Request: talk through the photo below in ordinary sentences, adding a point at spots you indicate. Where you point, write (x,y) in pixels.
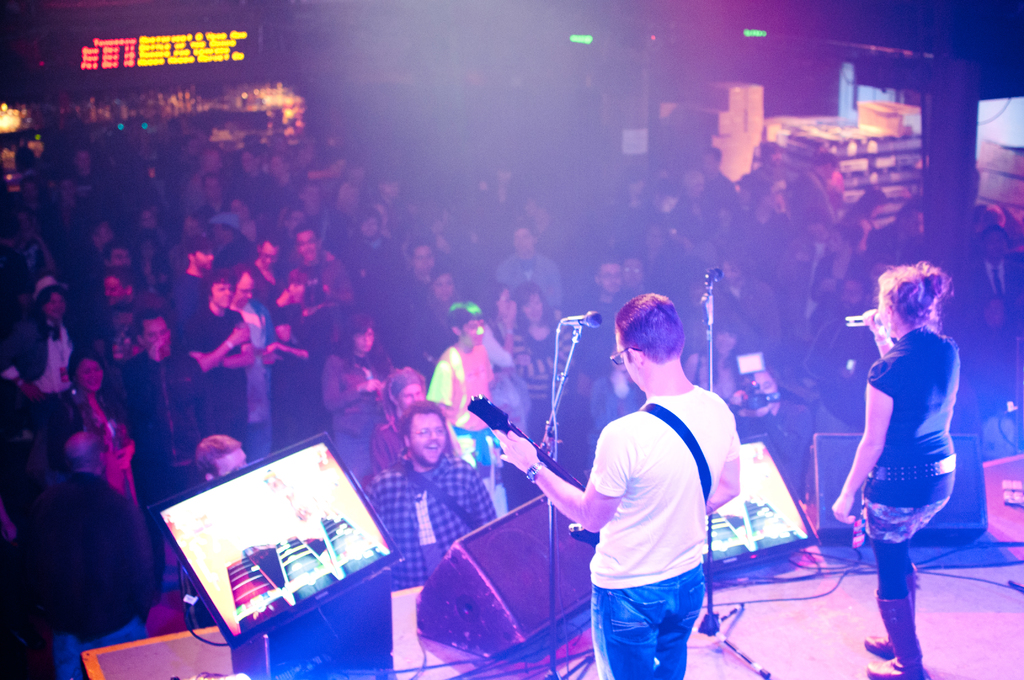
In this image, we can see some people (330,209) standing and there is a man (704,527) and a woman (891,451) standing on the stage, the man (704,527) is holding a guitar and the woman (929,324) is singing in the microphone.
